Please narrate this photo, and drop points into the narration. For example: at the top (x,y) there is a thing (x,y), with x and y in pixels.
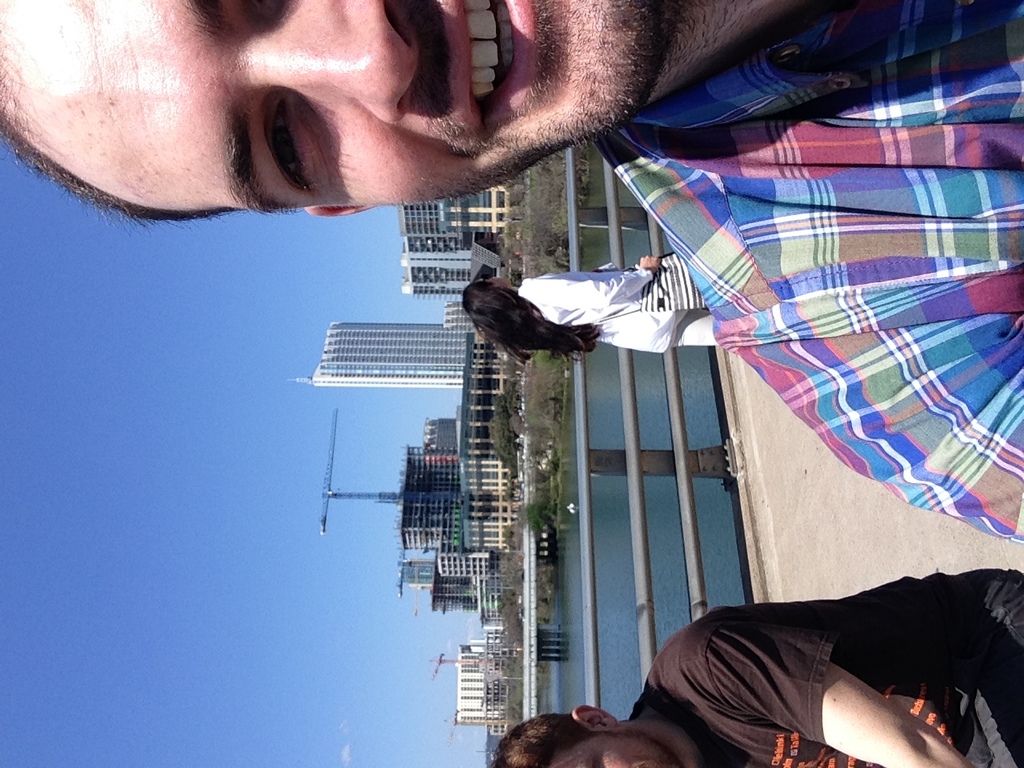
This image consists of three persons (913,466). On the right (962,539), there is a road (861,524). In the middle (622,467), we can see a railing (582,523) and water (618,571). In the background (426,385), there are buildings (425,467). On the left (135,426), there is sky (203,533).
